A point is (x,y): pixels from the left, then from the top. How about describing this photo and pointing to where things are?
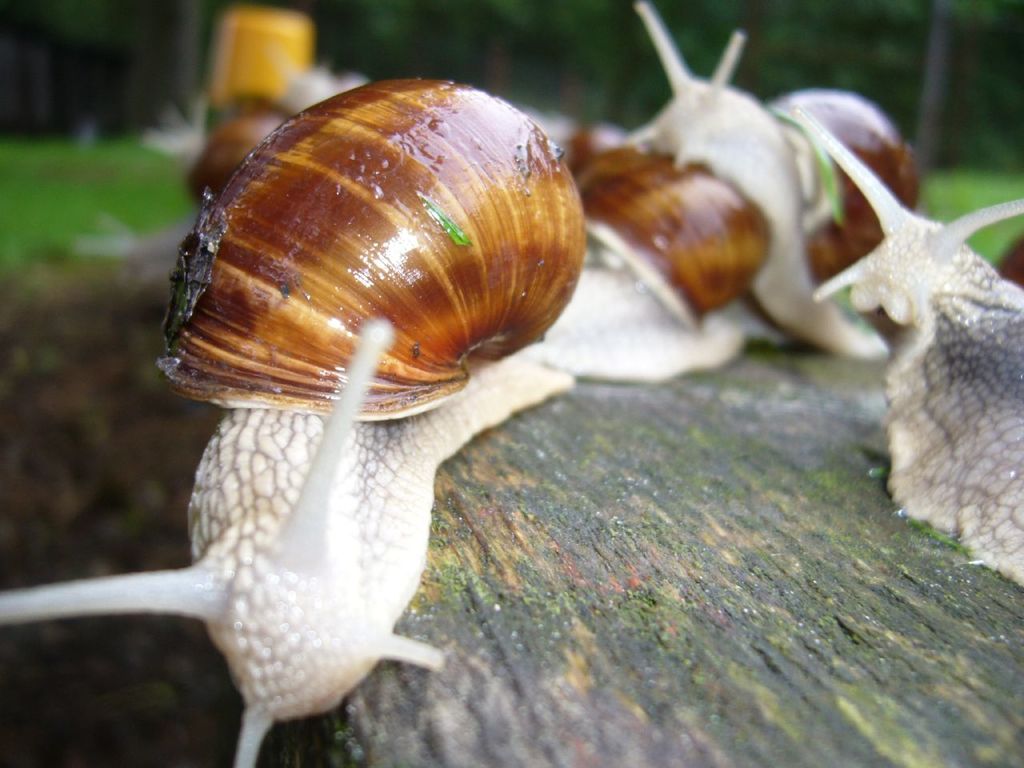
Here we can see snails (371,136). There is a blur background (689,47) with greenery (768,77).
